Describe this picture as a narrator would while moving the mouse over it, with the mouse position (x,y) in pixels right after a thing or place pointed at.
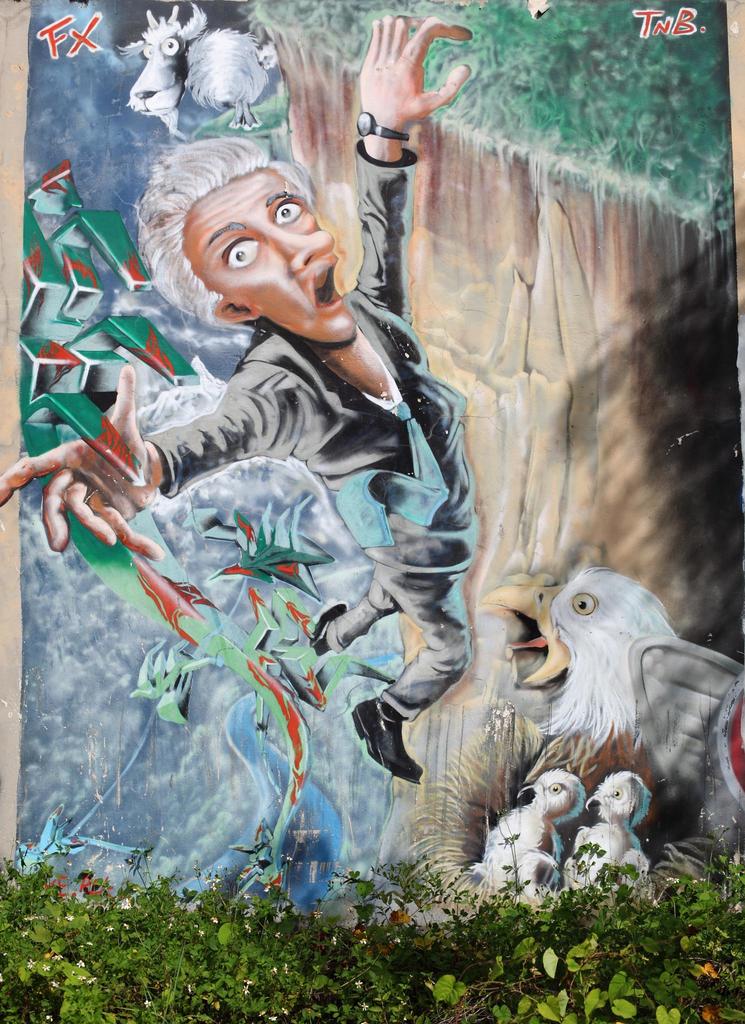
This is a cartoon image where we can see a cartoon picture of a person (372,591) and birds (605,627) in the middle of this image (423,674) and plants (179,950) at the bottom of this image (324,927).
